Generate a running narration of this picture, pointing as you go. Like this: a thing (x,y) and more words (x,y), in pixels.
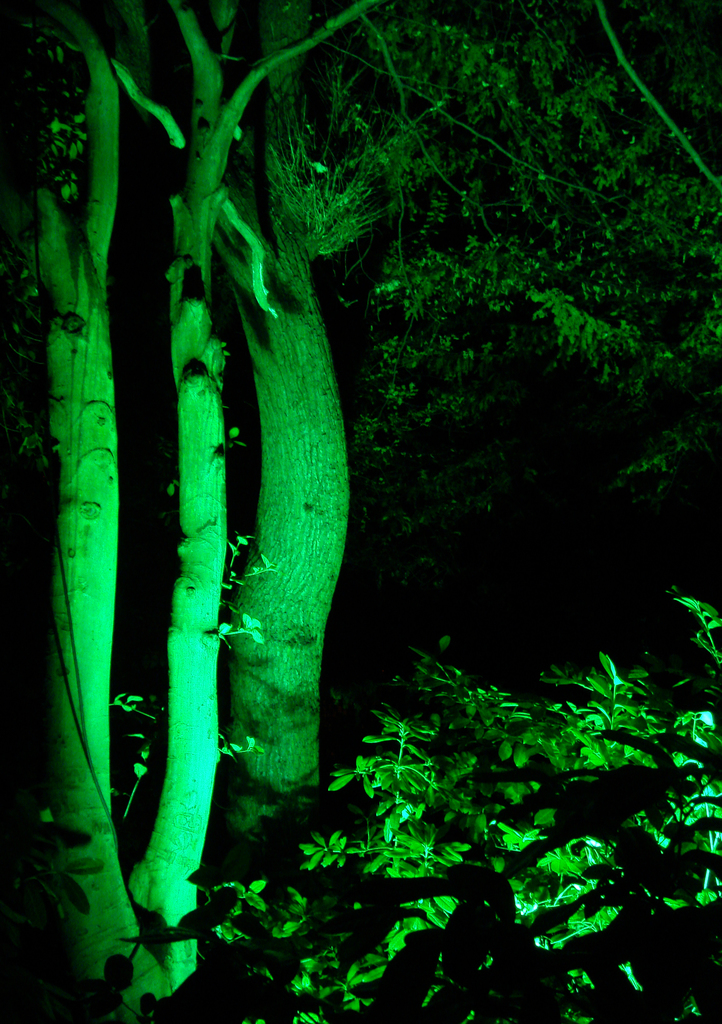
In this picture, it seems like trees (261,238) and plants (393,788) in the foreground (276,693).
